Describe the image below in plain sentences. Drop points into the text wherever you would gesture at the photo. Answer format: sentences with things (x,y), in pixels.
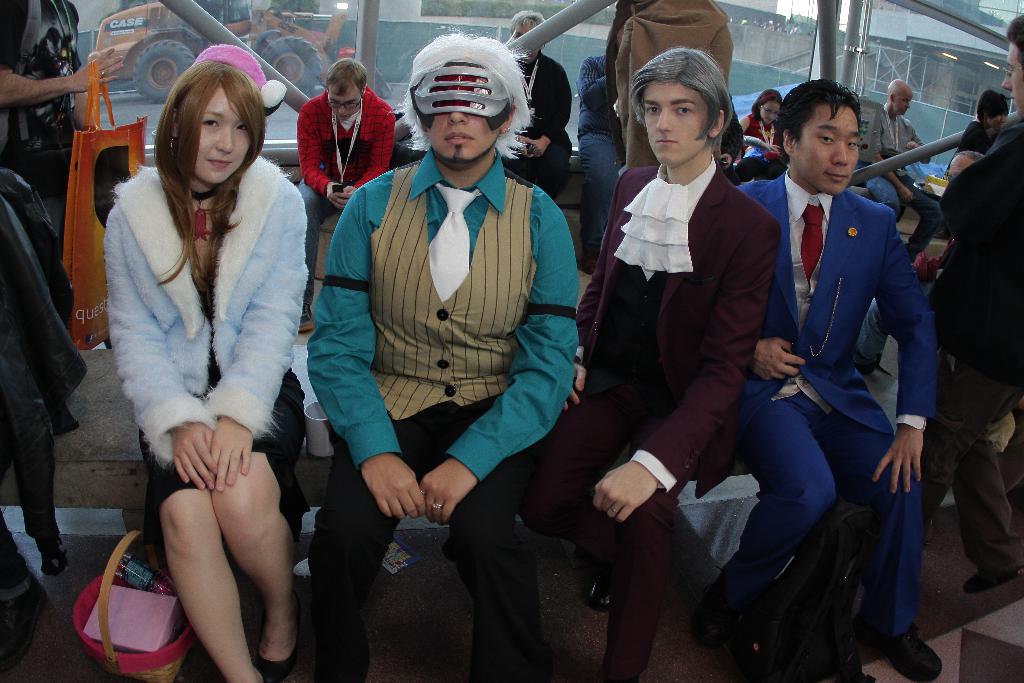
There is a group of people (370,250) sitting on the ledge (307,418) as we can see in the middle of this image (352,280) and there is a glass wall (398,55) in the background (754,78). We can see a vehicle (252,32) through this glass (265,21). The person (14,126) standing on the left side (58,155) is holding a cover (83,192). We can see a bottle (150,571) and a pink color object (140,619) is kept in a basket (87,614) where we can see at the bottom of this image (103,615).
